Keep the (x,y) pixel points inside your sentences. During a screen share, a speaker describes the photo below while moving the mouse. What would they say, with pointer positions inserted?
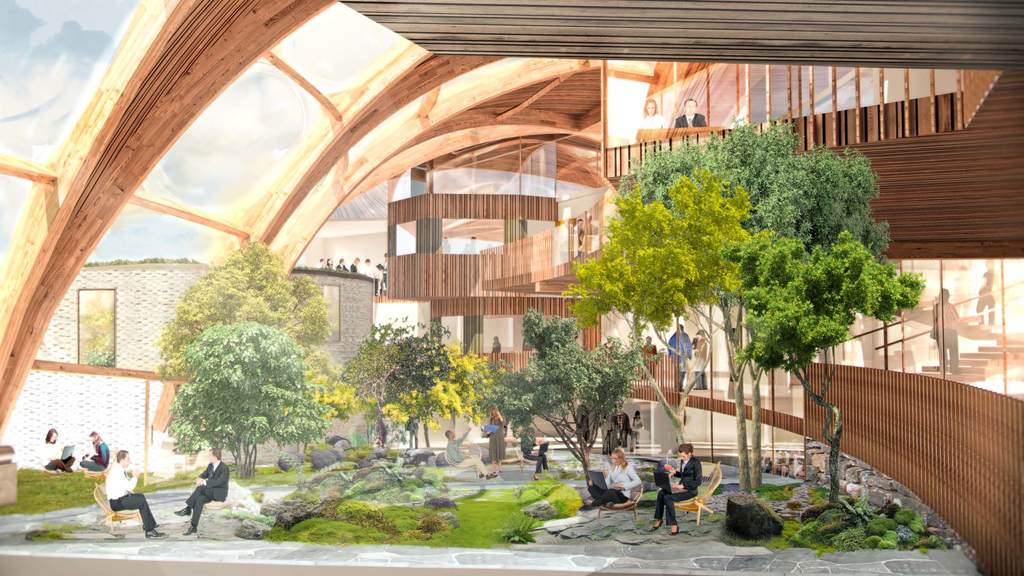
In this image we can see a building (552,272). In the building (441,252) there are people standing on the floor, people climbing staircase (979,350), people (69,461) sitting on the ground (86,480), people (126,500) sitting on the chairs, trees (406,366), rocks (373,462), shrubs (425,486).
